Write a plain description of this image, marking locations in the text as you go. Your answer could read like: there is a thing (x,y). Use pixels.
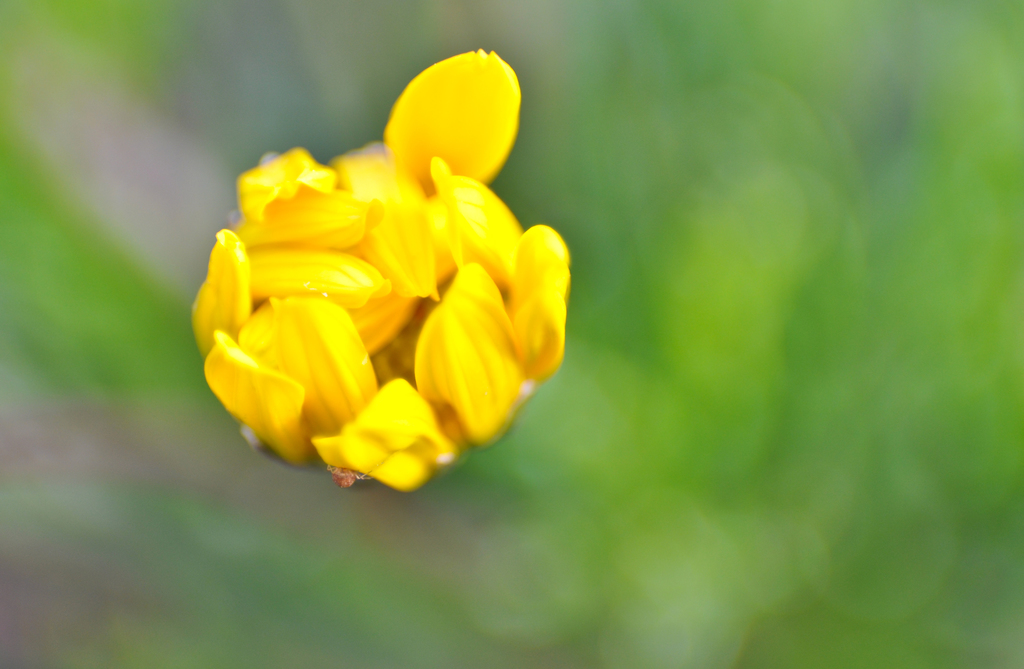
In the middle of the image (534,288) we can see yellow flower (363,436). In the background of the image (803,138) it is blurry.
